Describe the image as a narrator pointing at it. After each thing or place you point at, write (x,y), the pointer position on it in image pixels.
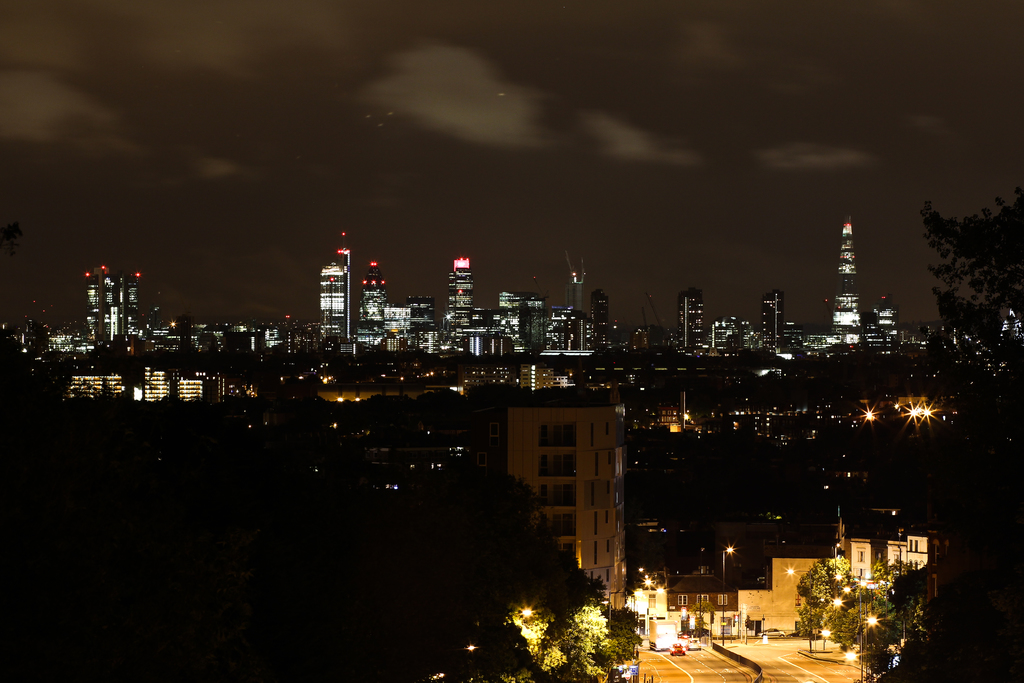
The image is captured in the nighttime. It is a beautiful city (476,364) with lot of buildings (806,339) and the buildings (471,335) are filled with beautiful lights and the roads (659,664) are not empty and beside the roads (643,653) there are few street lights (863,580). Behind the street lights (473,646) there are a lot of trees (905,576).
